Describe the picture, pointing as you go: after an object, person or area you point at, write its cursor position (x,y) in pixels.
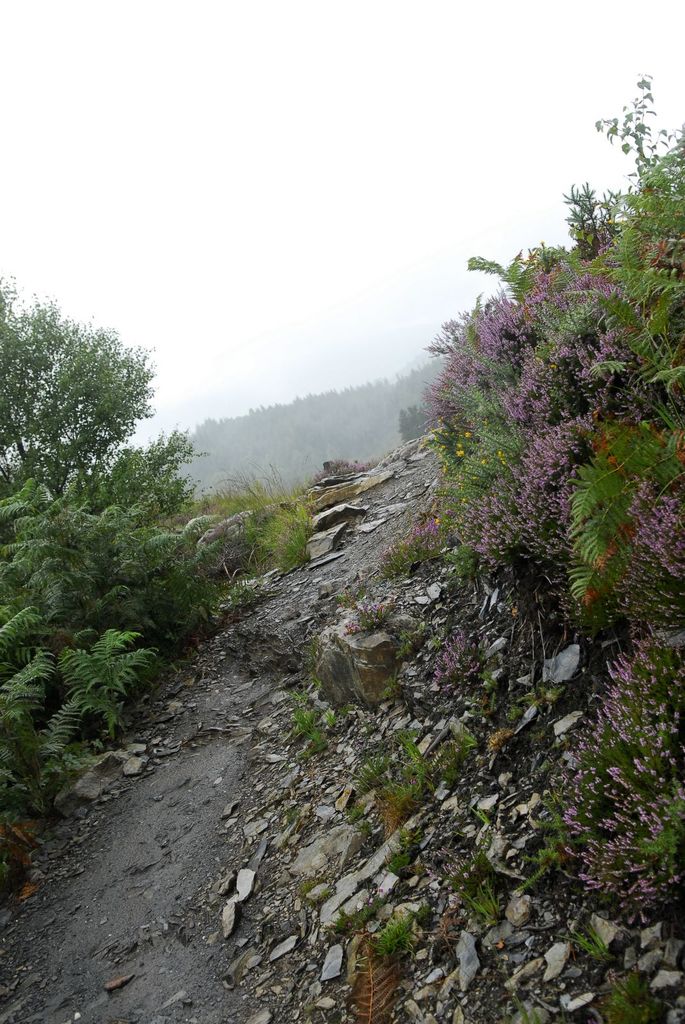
In this image I can see many plants (581,542). I can see some yellow and purple color flowers (522,417) to the plants (449,486). In the background (243,452) I can see many trees (279,431) and the sky (303,237).
